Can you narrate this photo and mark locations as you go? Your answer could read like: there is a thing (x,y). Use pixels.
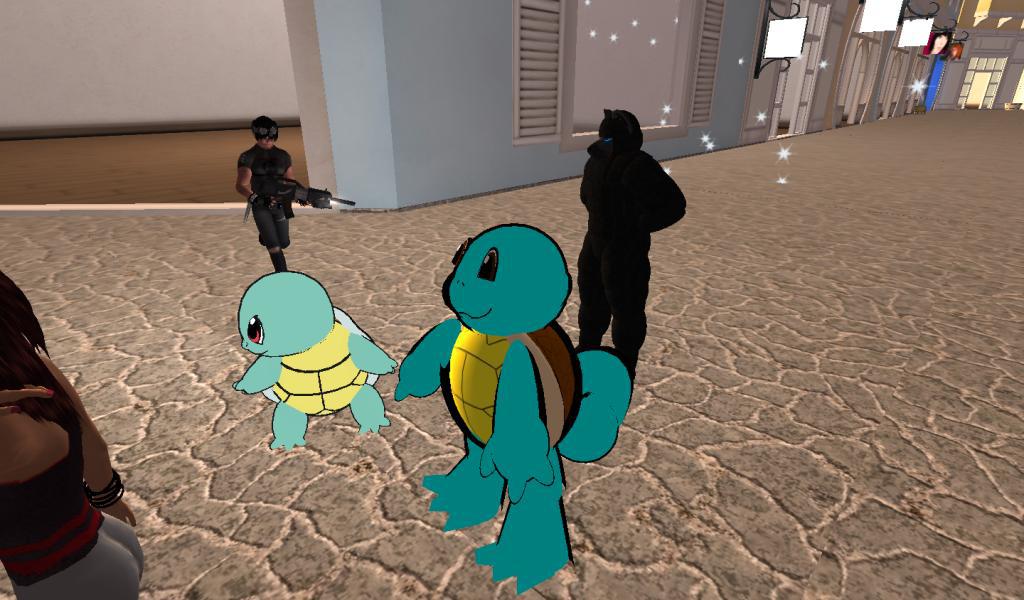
In this picture i can see cartoons (328,384) and animation of persons (248,168) and room (963,79). On the right side (960,76) i can see windows (972,70), doors (981,80) and wall (476,141). I can also see an animated person (268,209) is holding a gun (308,196).
